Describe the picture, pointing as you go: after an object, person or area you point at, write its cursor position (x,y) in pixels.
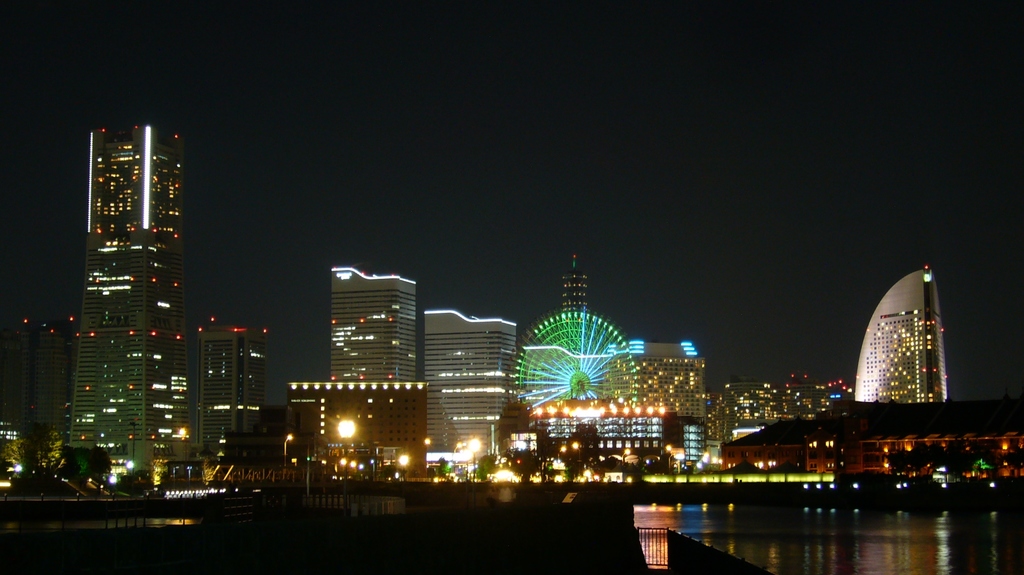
In this image, we can see buildings (456,336), poles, trees (108,450), lights (636,349), towers (564,297) and fun rides (554,386). At the bottom (752,532), there is a railing (665,531) and we can see water (903,557). At the top (553,142), there is sky (587,142).
